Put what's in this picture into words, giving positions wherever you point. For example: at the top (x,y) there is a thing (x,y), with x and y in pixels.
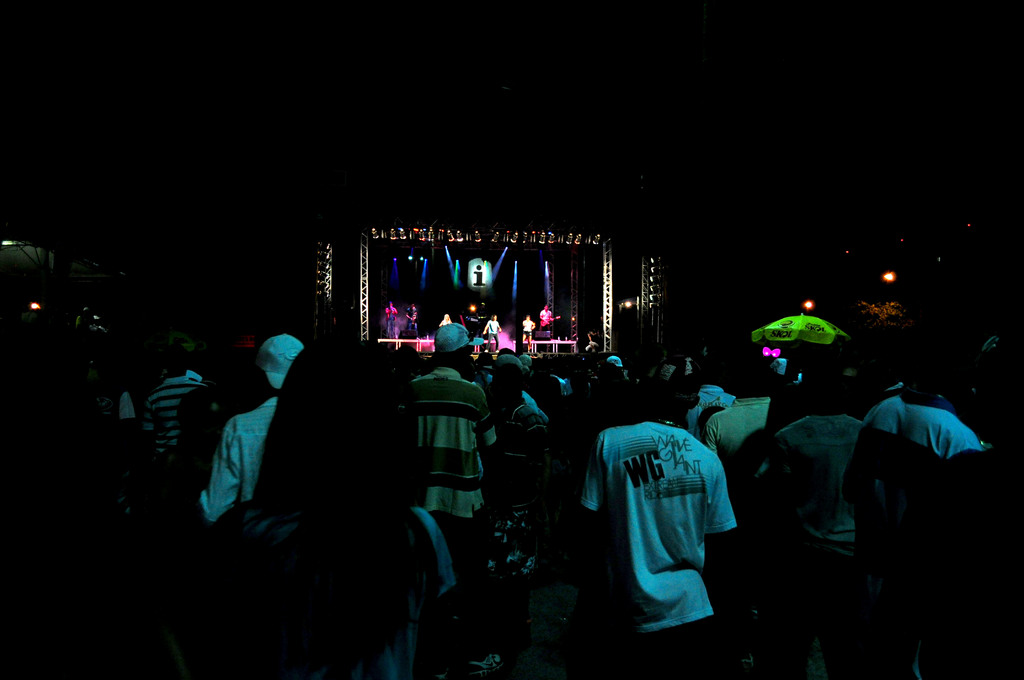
In this picture I can see number of people (502,355) standing in front (459,367) and in the background (429,293) I can see the stage (468,285) and I see few more people (449,320) standing and I can see the lights (503,259). I can also see that, this picture is totally in dark.
